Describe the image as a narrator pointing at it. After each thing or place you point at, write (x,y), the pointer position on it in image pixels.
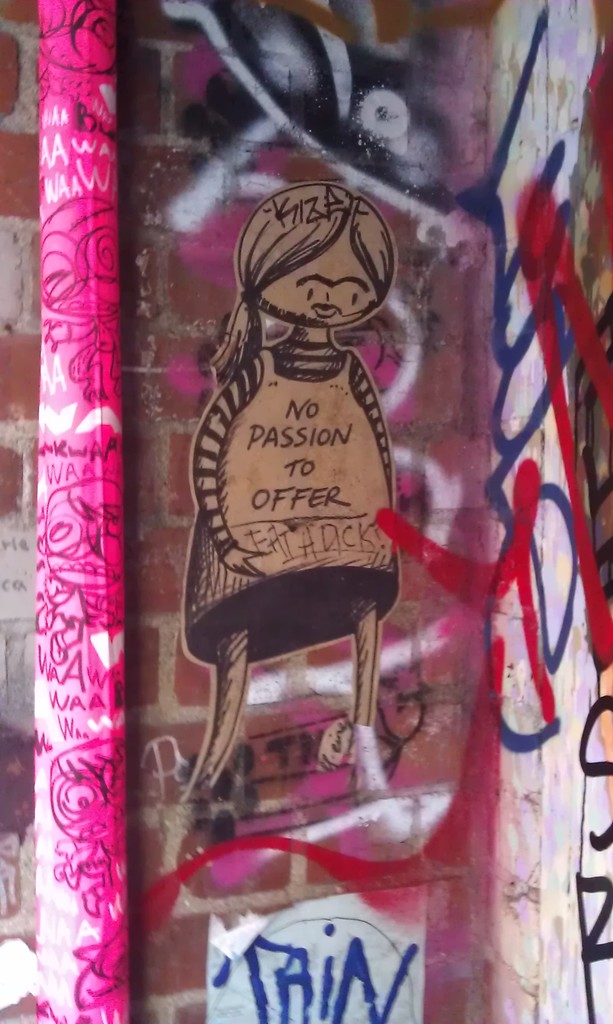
In the picture we can see a pole (81,357) on it, we can see some paintings (55,454) and designs (405,794) and behind it, we can see a part of the wall (371,794) with some bricks (34,156) to it.
